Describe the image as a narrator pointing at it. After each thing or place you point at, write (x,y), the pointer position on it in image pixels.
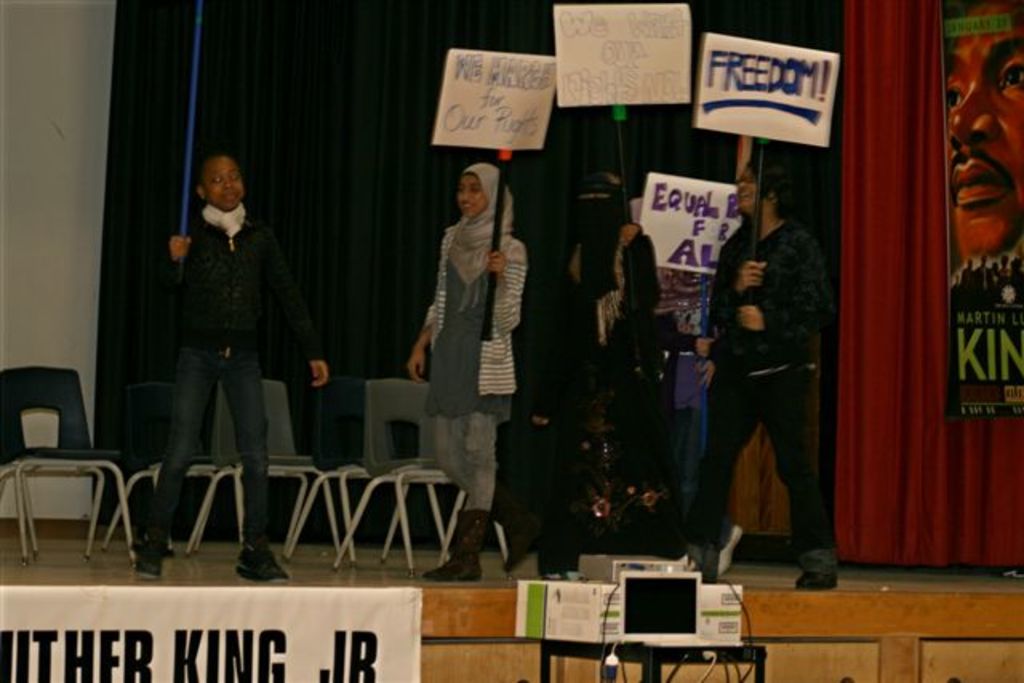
There are five persons (448,450) on the floor (363,572). Four persons (515,296) are holding hoardings (617,101). In front of them, there is device (665,639) on the stool (690,658). And there is a poster (348,637) attached to this stage (474,613). In the background (300,116), there is a black color curtain (360,57). On the right hand side of the image (1004,161), there is a poster (1008,194) on the red color curtain (891,256). On the left hand side of the image (32,141), there is white color wall (51,241) and chairs (26,457).
